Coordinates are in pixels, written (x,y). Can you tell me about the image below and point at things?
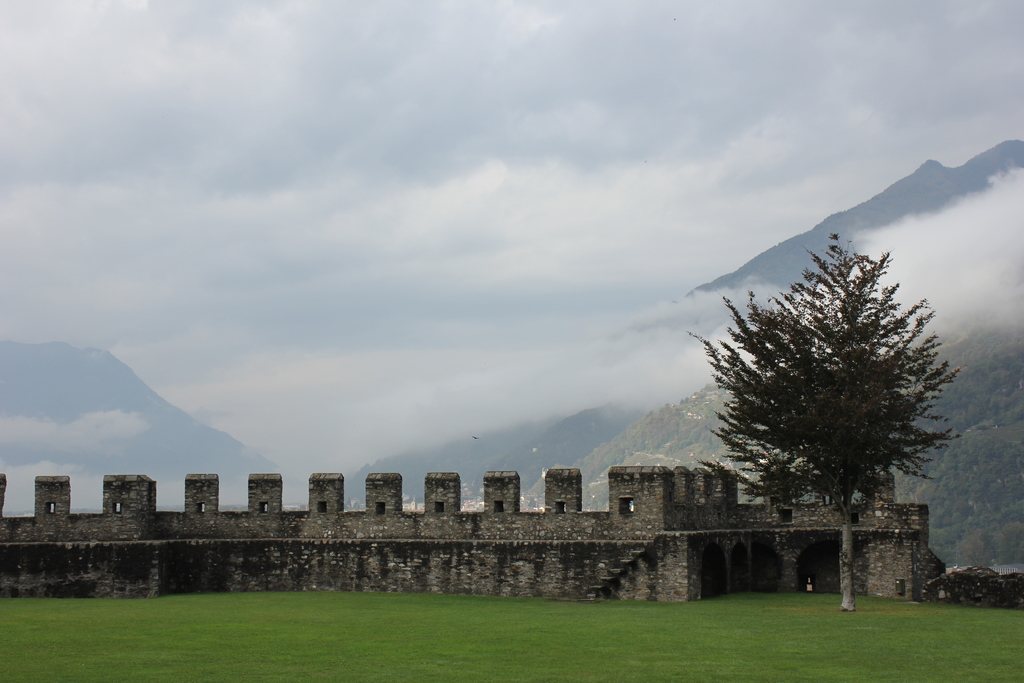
In the image in the center (509,255), we can see the sky (403,287), clouds (421,336), trees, grass (25,615) and compound wall (333,565).
